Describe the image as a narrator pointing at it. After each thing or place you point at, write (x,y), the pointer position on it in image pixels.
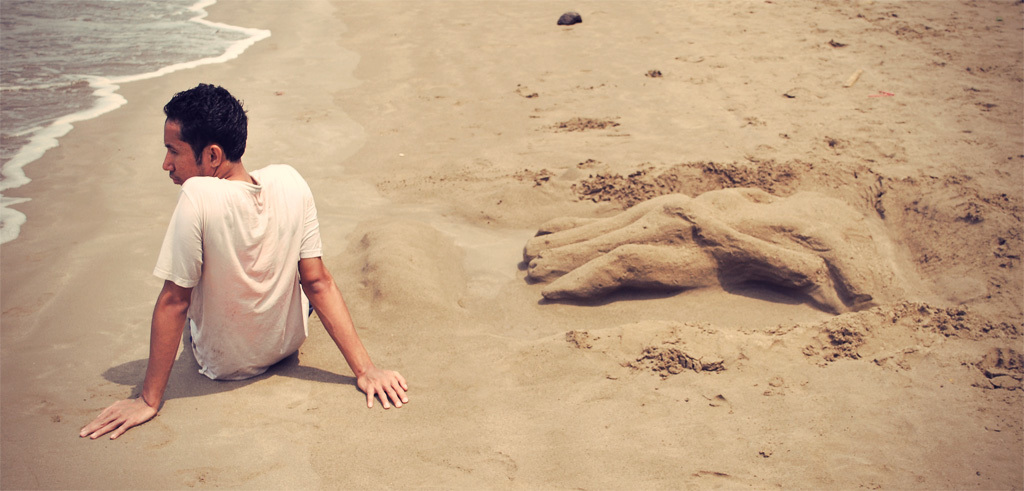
In this image we can see a person (279,251) sitting on the sand (233,425), there is a sand art (760,210), also we can see the water (12,57).
